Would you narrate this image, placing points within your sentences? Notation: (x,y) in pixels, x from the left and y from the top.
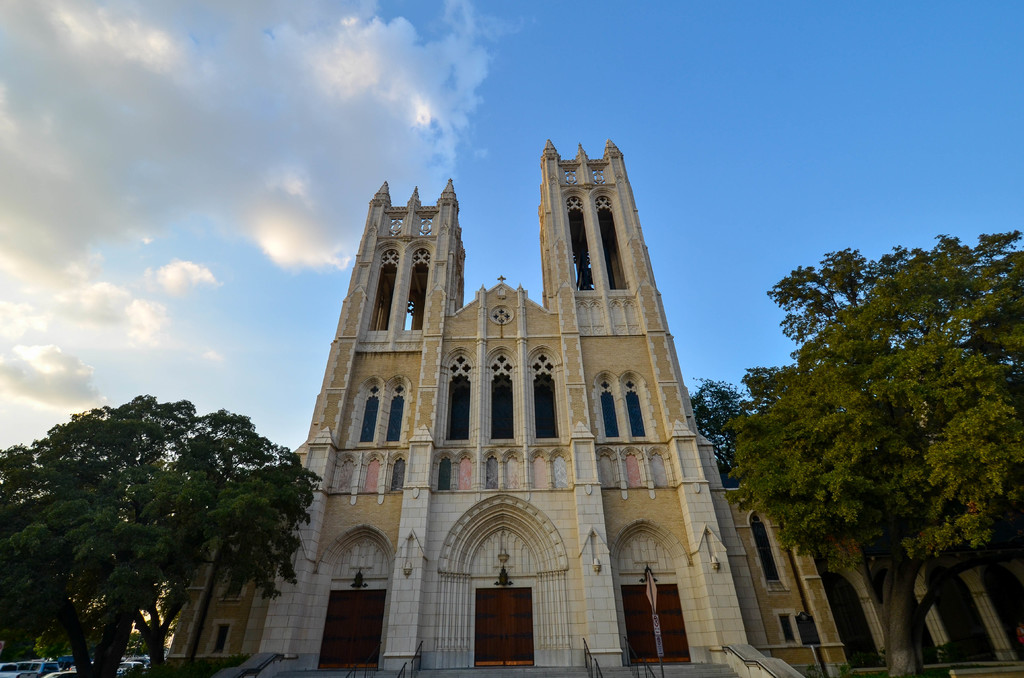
At the bottom of the image (170,552) there are some trees (881,360) and buildings (996,640) and vehicles (5,677) and poles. At the top of the image (858,185) there are some clouds (9,10) and sky (569,119).
